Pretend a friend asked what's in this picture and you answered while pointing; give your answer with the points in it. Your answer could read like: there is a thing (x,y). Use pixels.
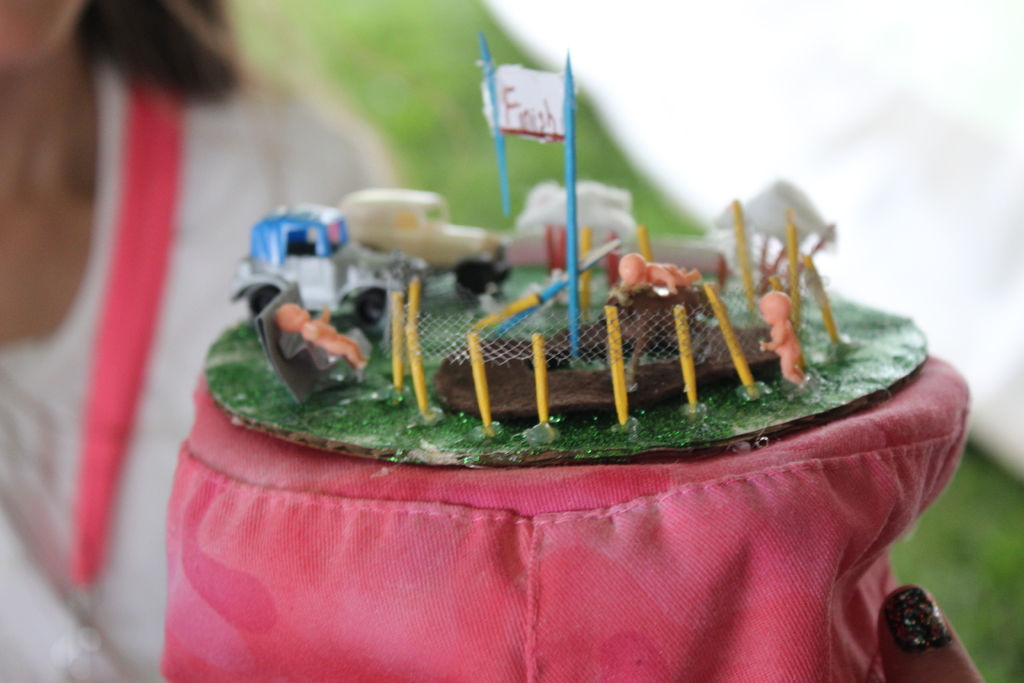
In the center of the image (455,413) there is a toy (396,451). In the background (271,85) there is a person (34,222).
